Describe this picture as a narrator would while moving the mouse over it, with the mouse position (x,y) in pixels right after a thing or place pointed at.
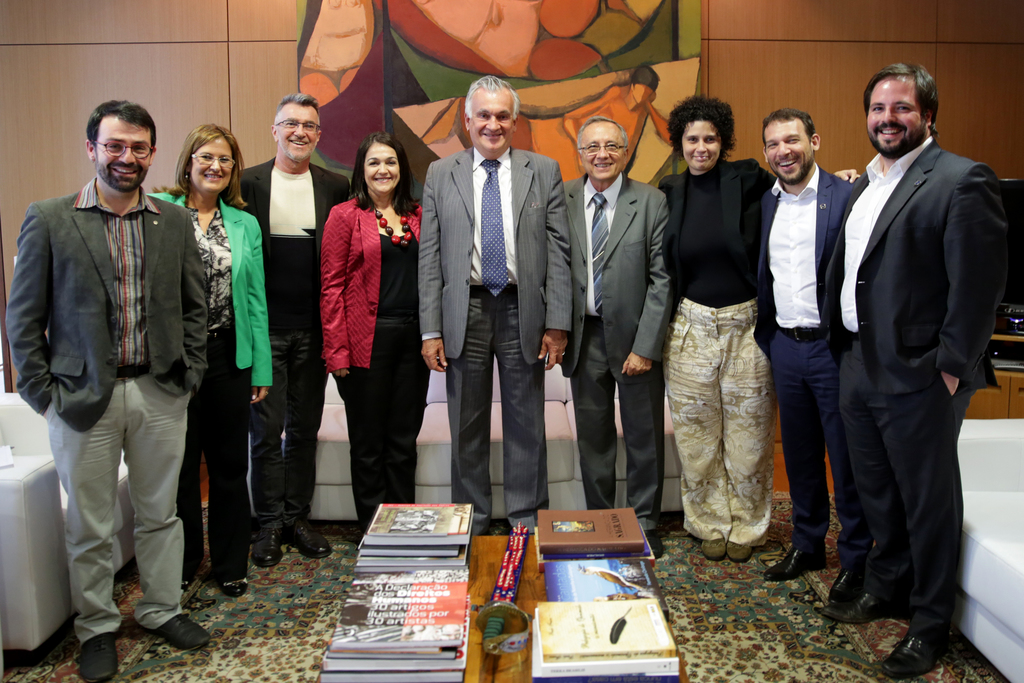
In this picture I can see few men (652,195) and 3 women (690,242) standing in front (109,215) and I see that all of them are smiling. Behind them I can see a sofa (449,448) and 2 chairs (979,615). On the bottom of this picture (406,593) I can see a table (535,599), on which there are books (559,545) and a sword like thing (518,552). In the background (17,17) I can see the wall (833,121) and I see an art (637,79) on it.
